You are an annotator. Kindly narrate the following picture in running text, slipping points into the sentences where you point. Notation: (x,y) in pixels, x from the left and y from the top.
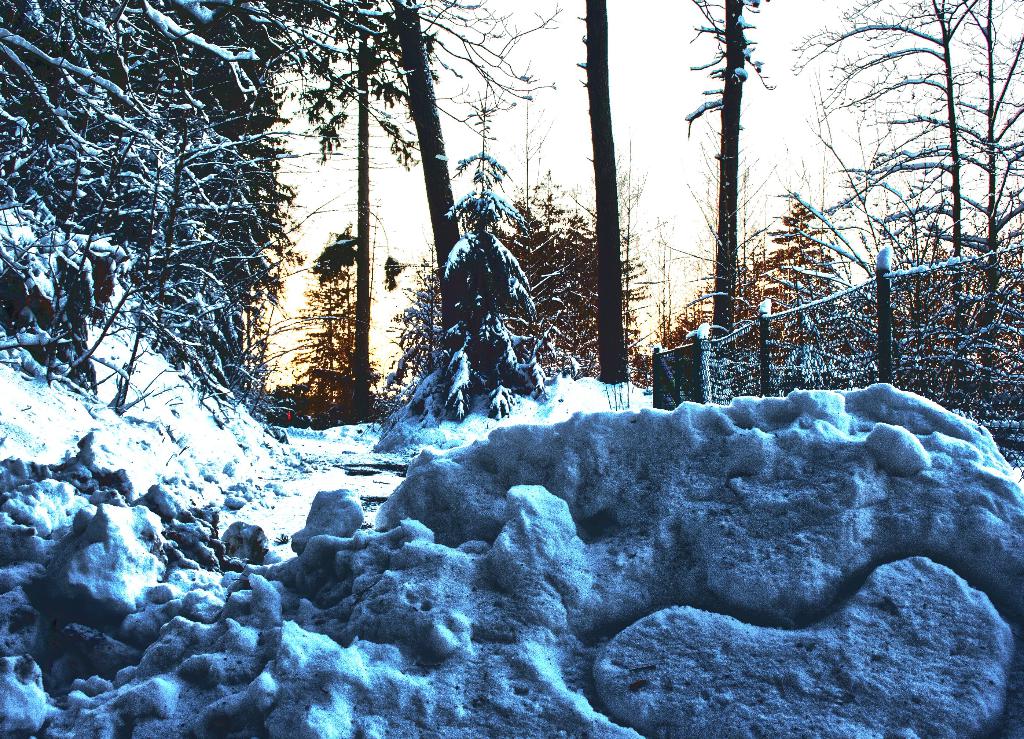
In this image we can see fence (754,323), trees (489,300) and snow (364,537).
